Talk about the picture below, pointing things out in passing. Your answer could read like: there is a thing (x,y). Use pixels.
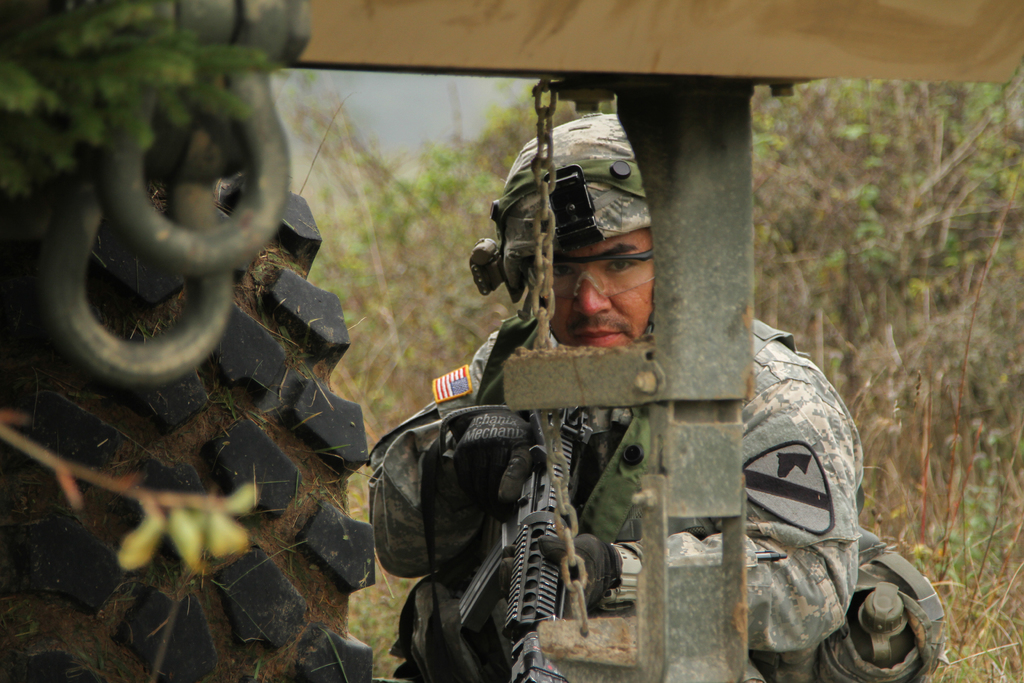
In this image I can see a person (606,258) carrying bag (875,544) on his shoulder (763,338) and holding gun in his hands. In the left side of the image (282,417) it looks like a tyre (185,476) and there are some metal objects (207,248). In the background (833,184) there is grass (905,494) and there are plants (393,239).
